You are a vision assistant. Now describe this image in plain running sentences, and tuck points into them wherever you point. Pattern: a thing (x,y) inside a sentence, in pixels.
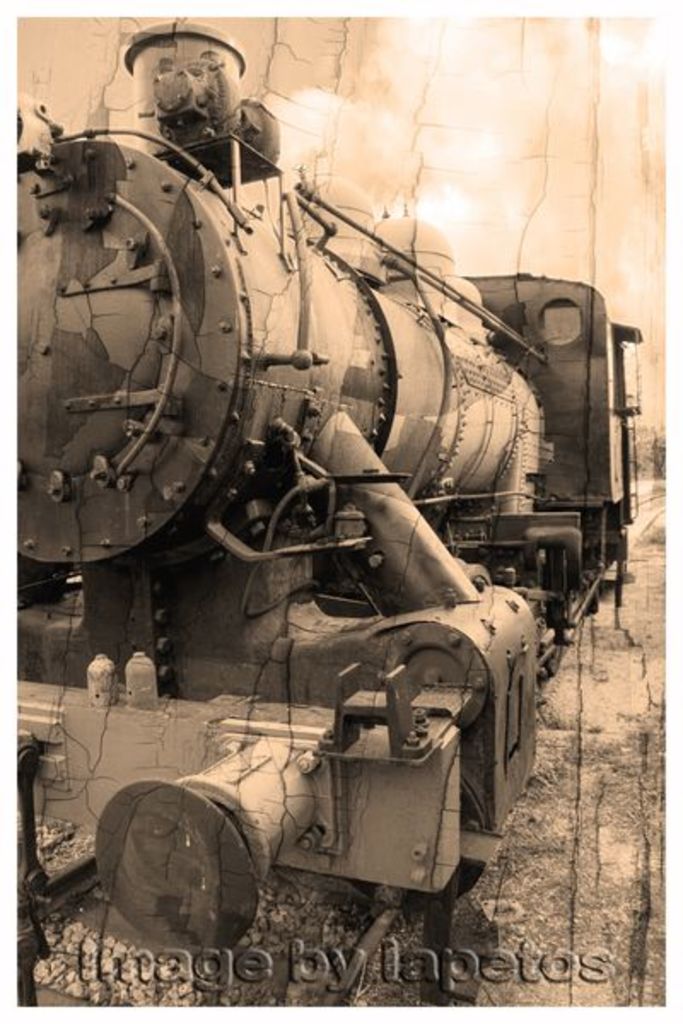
In this image there is a poster (275,551) of a train (333,702) on the track (305,895). At the bottom of the poster (334,956) there is some text (525,955).
